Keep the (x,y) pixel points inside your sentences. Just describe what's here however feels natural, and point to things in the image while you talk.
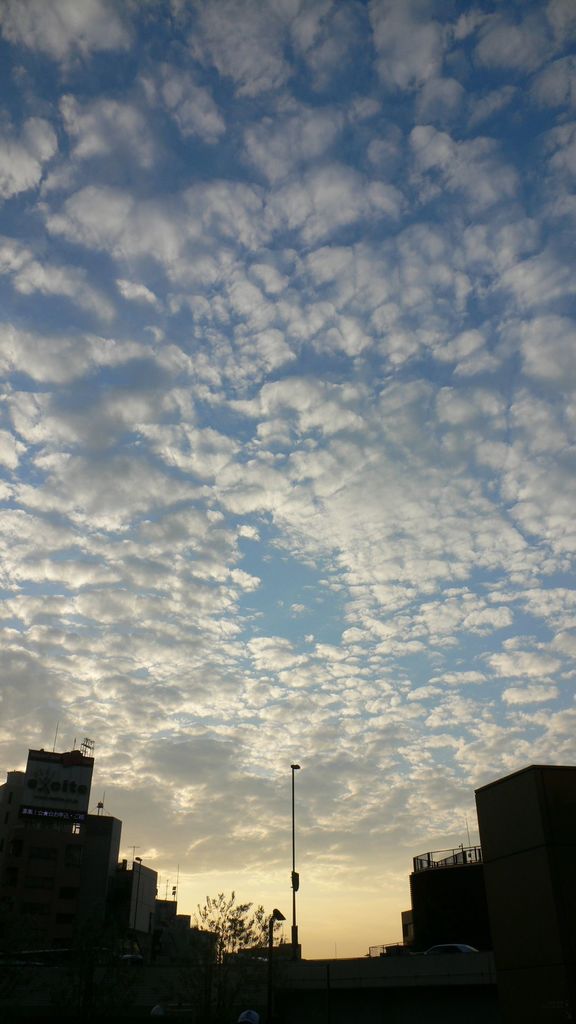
In this image there are buildings (441,928) and trees (232,916). In the center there is a pole (293,797). At the top (333,170) there is the sky (207,471). There are clouds (273,711) in the sky (406,688).
